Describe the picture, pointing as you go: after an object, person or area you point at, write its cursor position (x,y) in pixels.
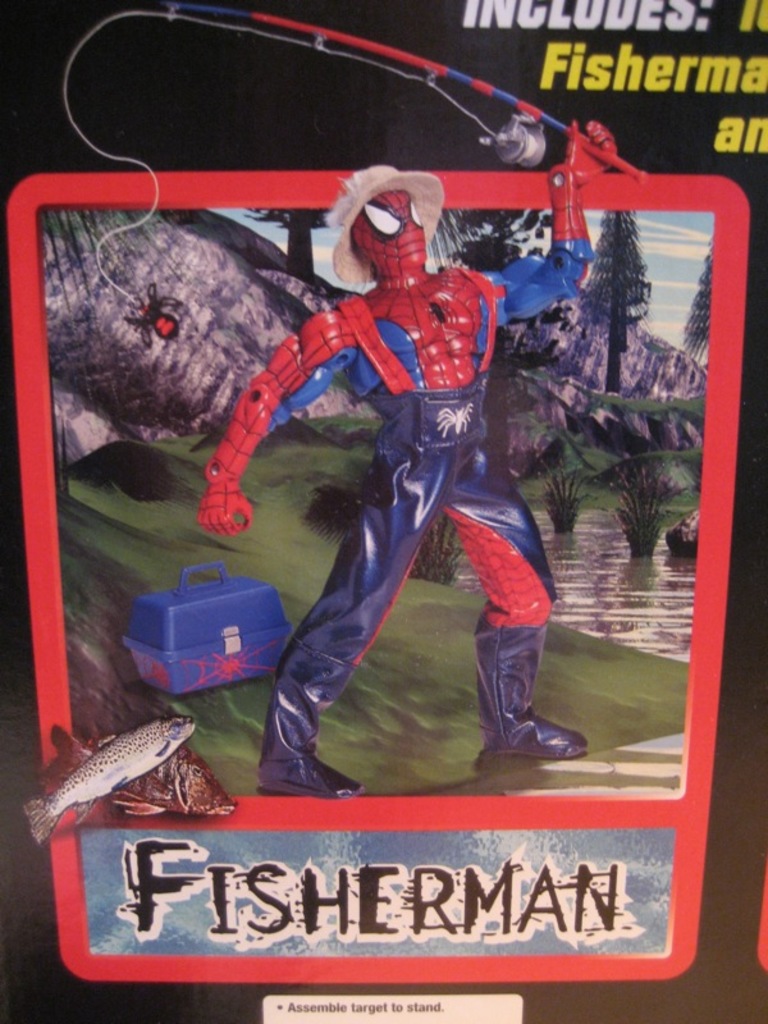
As we can see in the image there is a banner (449,367). On banner (458,277) there is a man (467,462), suitcase (176,621), water (616,573), trees (610,386), sky (325,257) and something written.
